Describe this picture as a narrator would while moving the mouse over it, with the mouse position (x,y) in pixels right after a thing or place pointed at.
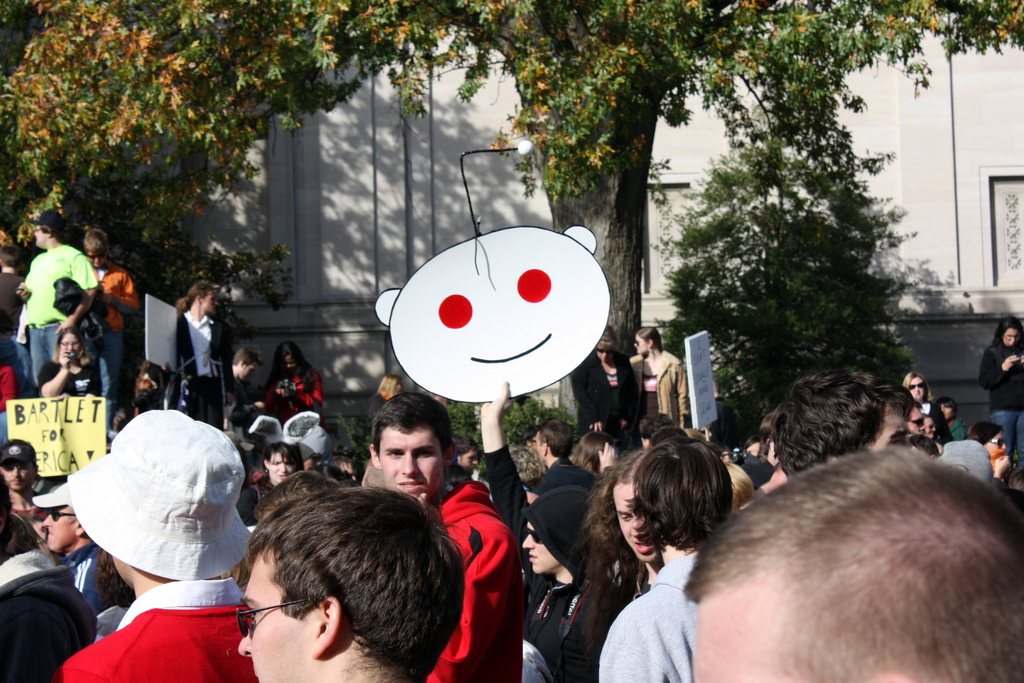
In the center of the image (501,424) we can see a person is holding a board (537,359). At the bottom of the image (377,570) we can see a group of people (951,576) are standing and some of them are wearing the caps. In the background of the image (289,8) we can see the wall (507,211), trees (50,197). On the left side of the image (205,370) we can see some people (113,270) are standing and holding the boards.
